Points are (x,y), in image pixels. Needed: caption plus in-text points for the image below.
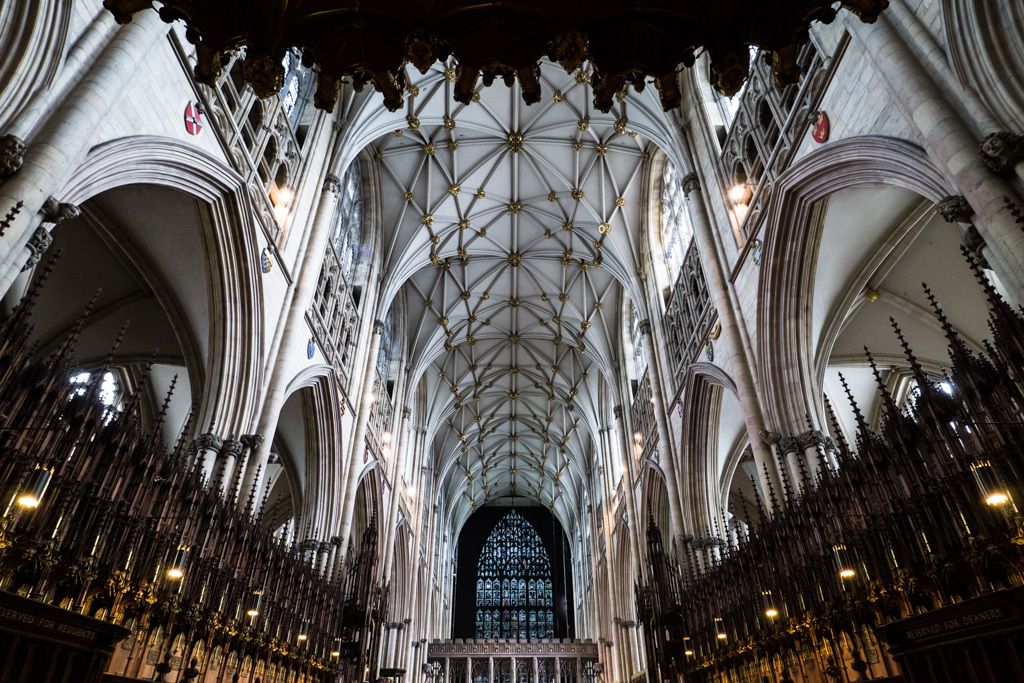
This is an inner view of a church (936,327) where we can see the lights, pillars (402,615) and the ceiling (513,406).
